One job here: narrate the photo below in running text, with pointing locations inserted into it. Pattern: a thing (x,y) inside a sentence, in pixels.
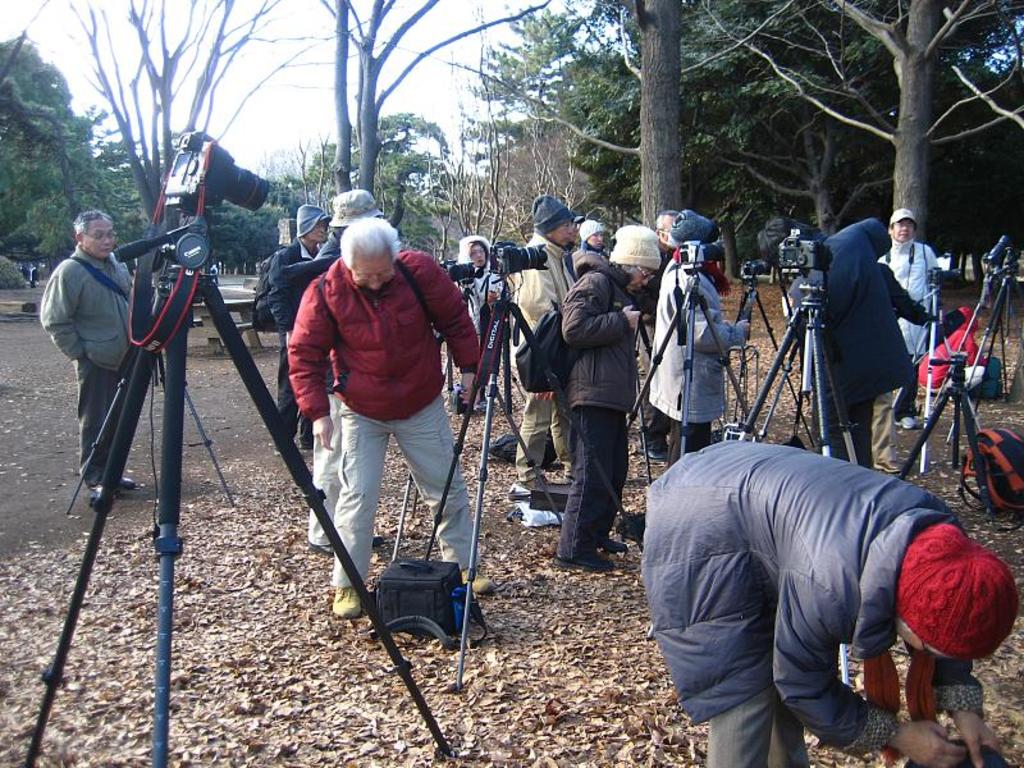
In this image we can see a group of people (464,514) standing. We can also see some cameras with stands (259,376) beside them. On the right side of the image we can see a bag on the ground (944,485). On the backside (670,186) we can see some dried leaves (501,662), trees (586,159), bark (679,200) of the trees (643,202) and the sky (457,32) which looks cloudy.
